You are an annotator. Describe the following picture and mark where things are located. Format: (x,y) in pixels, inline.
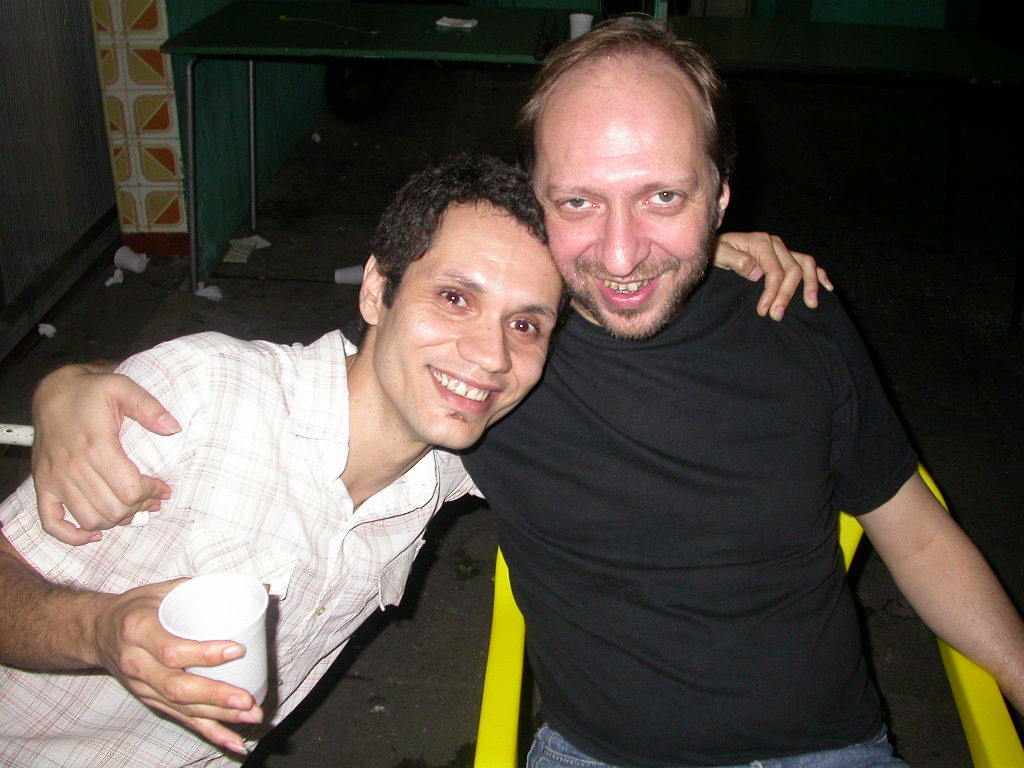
In this image I can see two people (202,641) are smiling and one person (238,650) is holding white color cup (250,639) and they are wearing black and white color dresses (284,541). Back I can see the table (294,30) and few objects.
